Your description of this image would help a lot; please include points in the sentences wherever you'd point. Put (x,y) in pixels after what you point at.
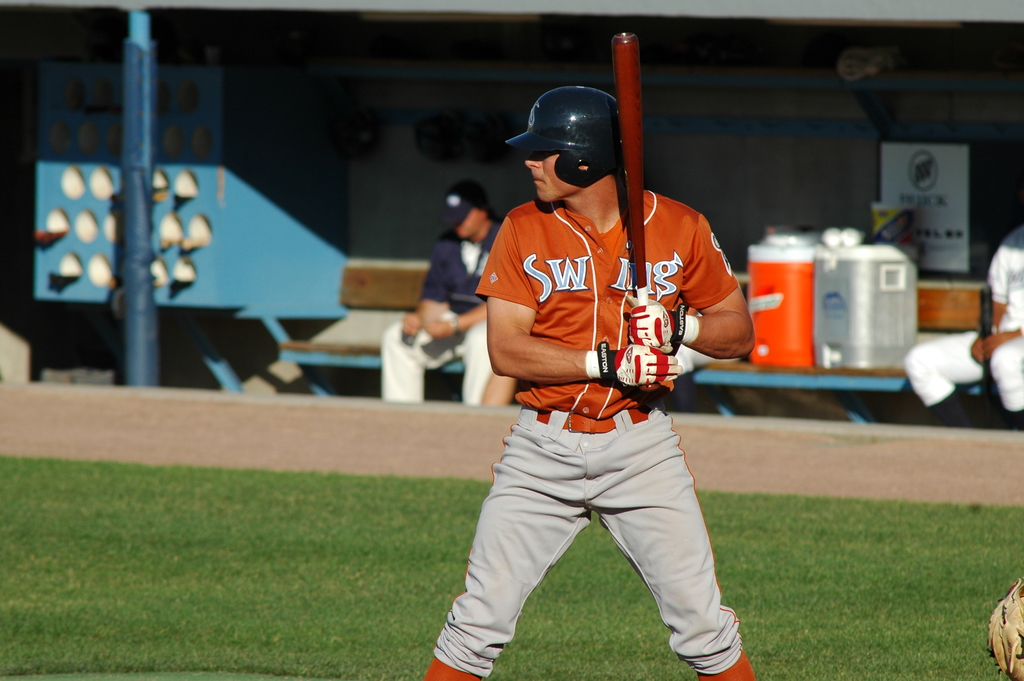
In this image, we can see a few people (553,409). We can some objects (824,278) on the table (811,384). We can see a pole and a blue colored object (246,237). We can see the ground (137,570) covered with grass (137,539).
